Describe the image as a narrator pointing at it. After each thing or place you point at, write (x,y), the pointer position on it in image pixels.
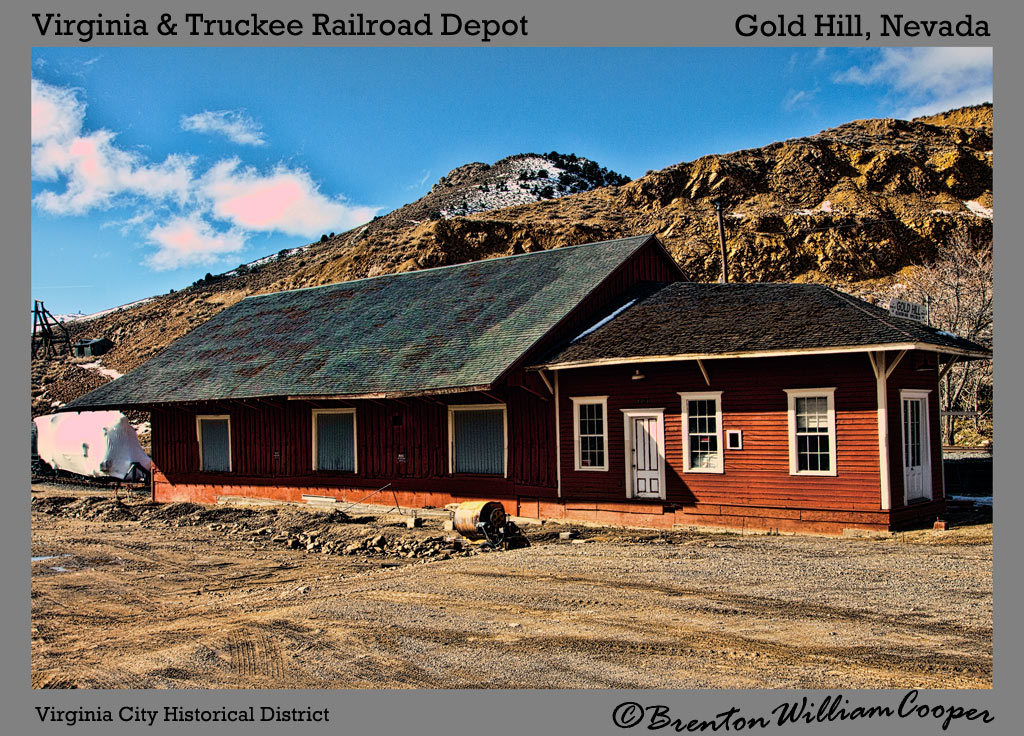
In this photograph we can see a house (431,422), windows (597,414), doors (350,446) and on the ground (389,555) we can see stones (153,519) and an object (467,527). In the background (76,355) there are poles (48,314), a bare tree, some other objects (76,462) and clouds (211,122) in the sky (238,107).
